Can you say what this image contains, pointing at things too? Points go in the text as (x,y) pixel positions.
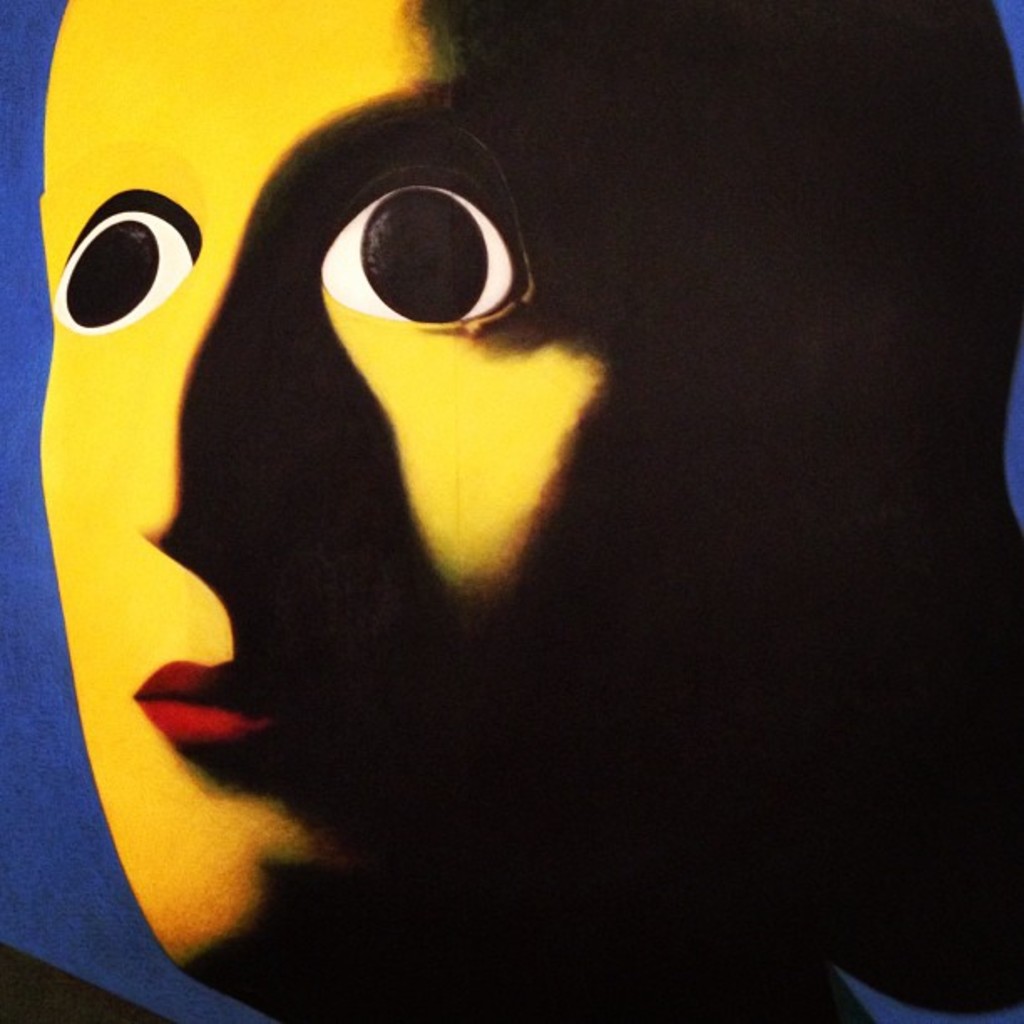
There is a yellow mask (308,407) and on the right side of the mask (636,706) there is a black shadow (553,670).
